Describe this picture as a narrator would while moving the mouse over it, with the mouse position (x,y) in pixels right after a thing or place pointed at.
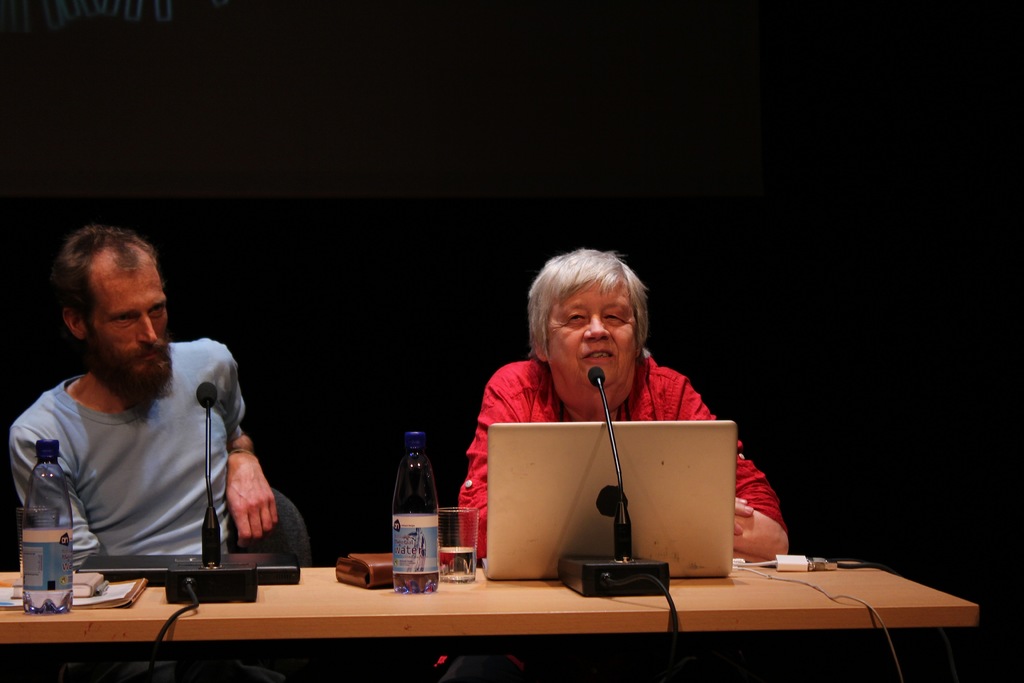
In this image there is a man (238,444) and a woman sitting in chairs (288,548), in front of them on the table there are mics (209,494), laptops (181,558), bottles (49,545) of water (402,515), glass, cables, papers (110,595), behind them there is a screen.
